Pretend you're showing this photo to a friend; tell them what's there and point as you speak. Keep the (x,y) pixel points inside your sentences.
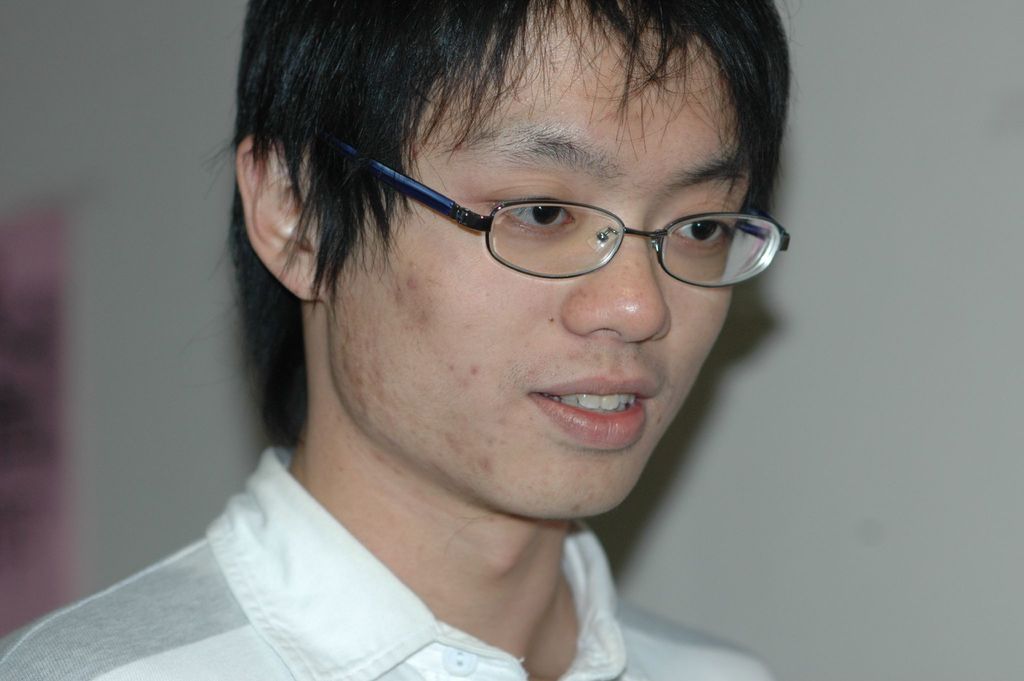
In this image, I can see the man (332,587) in the white shirt (331,614). He wore spectacles (680,256). The background (198,81) looks blurry.
